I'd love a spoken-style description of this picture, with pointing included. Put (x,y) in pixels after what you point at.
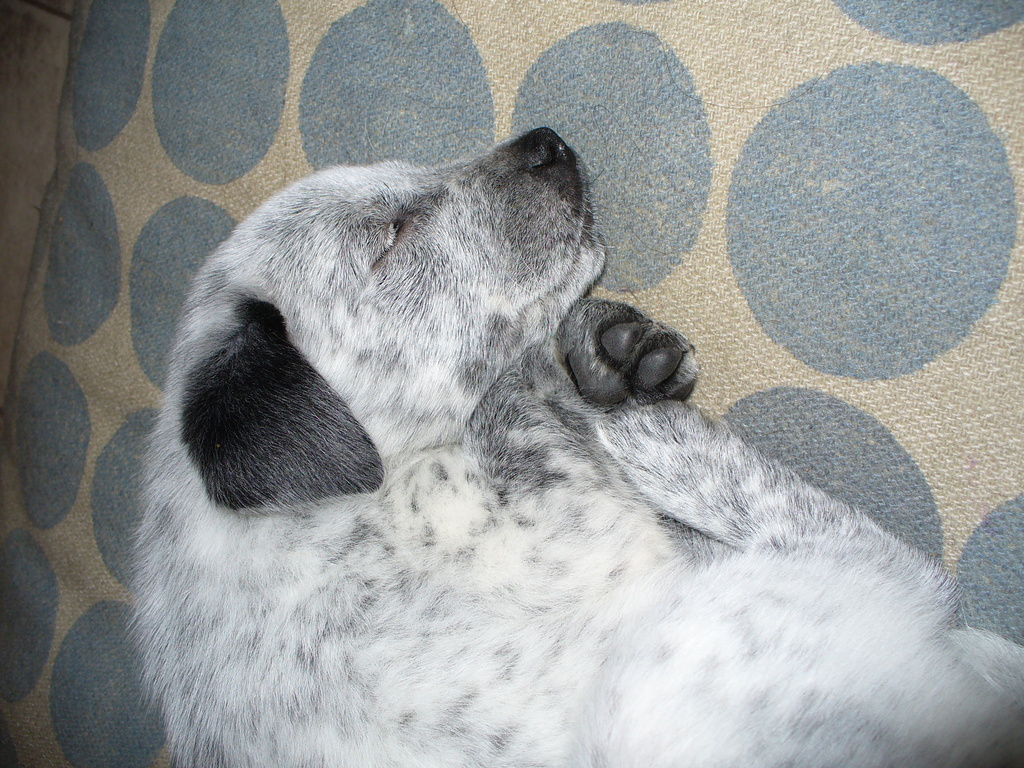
In this image in the center (366,494) there is one dog (410,564) which is sleeping, and in the background (608,125) there is a mat (128,127).
